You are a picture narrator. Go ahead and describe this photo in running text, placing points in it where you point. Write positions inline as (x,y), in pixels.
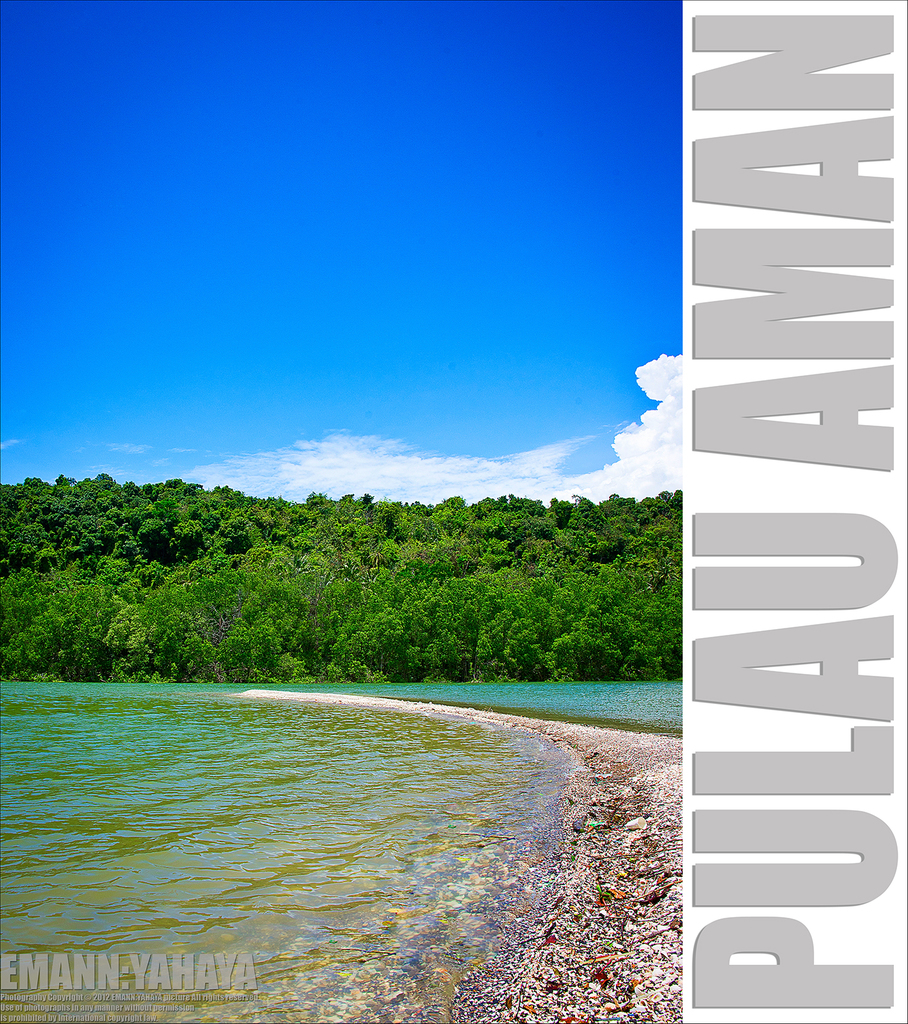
In this image I can see at the bottom (268,889) there is the sea (307,822). In the middle (380,586) there are trees (464,594), at the top (506,184) it is the sky (636,221), in the left hand side (177,959) bottom there is the water mark (232,976). On the right side (855,394) there is the name (855,586).
